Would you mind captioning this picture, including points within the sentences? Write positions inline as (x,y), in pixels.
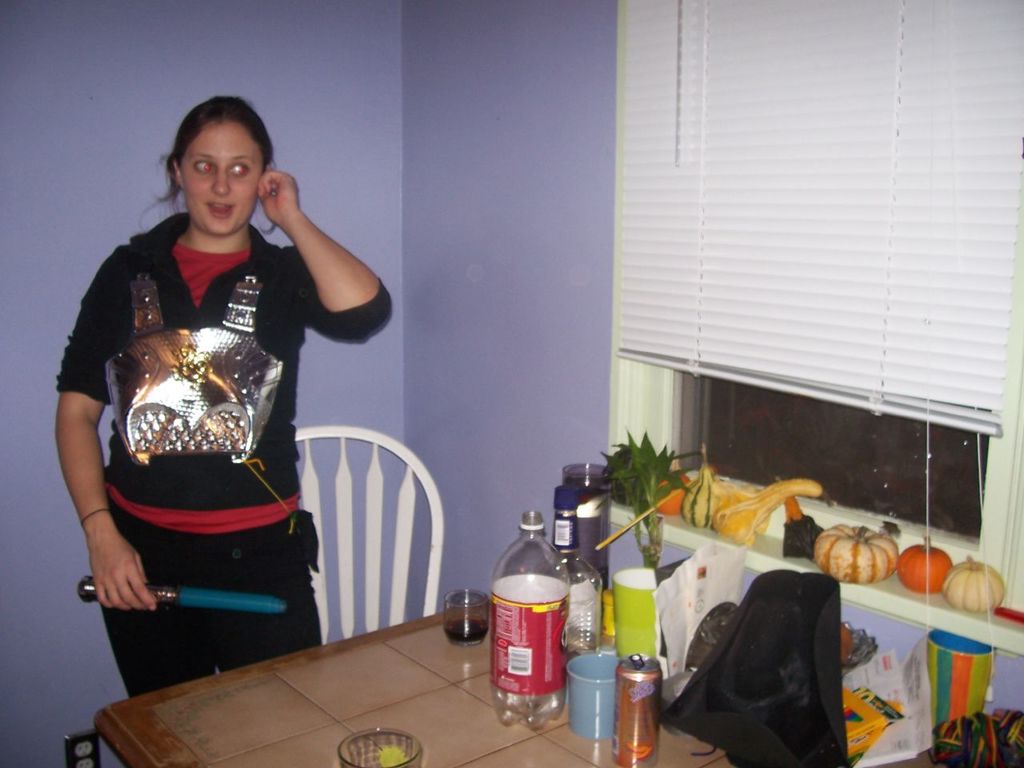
In this picture we can see a woman (128,304) who is standing on the floor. This is table (413,720). On the table (453,659) there are bottles (563,671), tin (646,729), and glasses (628,648). This is chair (434,522). On the background (394,237) there is a wall (435,225) and this is window (859,438). And these are the fruits (803,510).
